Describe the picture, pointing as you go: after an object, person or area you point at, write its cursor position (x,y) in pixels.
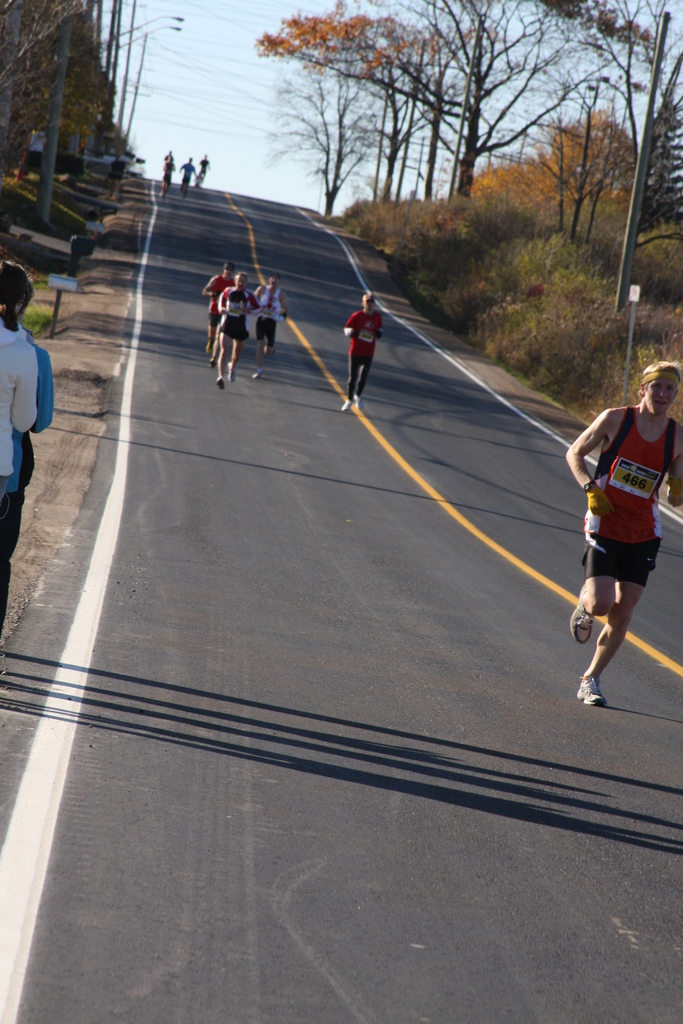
In this picture we can see a group of people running on the road (408,596), here we can see name boards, electric poles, trees (90,44), some objects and we can see sky (356,185) in the background (305,153).
